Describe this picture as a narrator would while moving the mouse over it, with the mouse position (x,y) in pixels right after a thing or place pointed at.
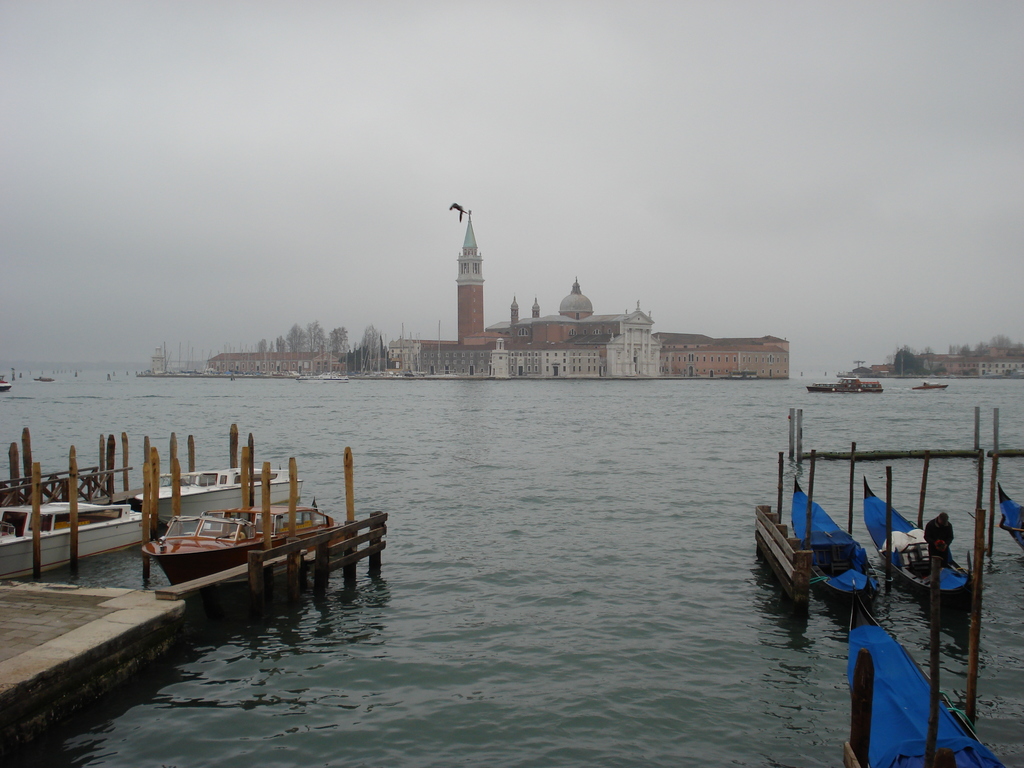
In this picture there are buildings (596,324) and trees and there are boats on the water (591,621). In the foreground (59,616) there is a floor (73,624) and there is a wooden railing (297,548). At the top (319,106) there is sky (319,106) and there might be a bird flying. At the bottom (487,586) there is water (457,581).
